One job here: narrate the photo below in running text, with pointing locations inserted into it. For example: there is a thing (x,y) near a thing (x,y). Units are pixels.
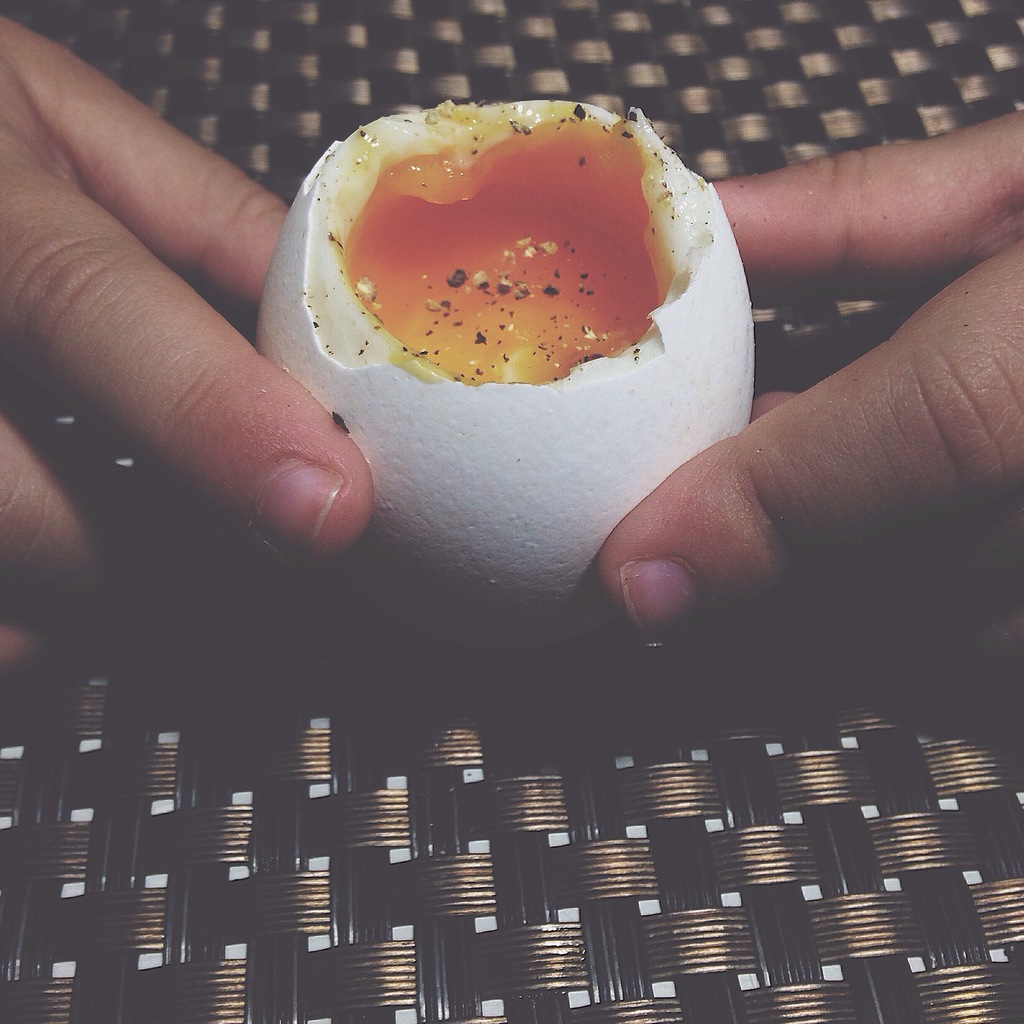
In the picture we can see an egg (512,511), which is broken and inside it we can see a yolk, which is yellow in color and the egg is held by two hands (215,354) on the black carpet (682,844) which is designed.
